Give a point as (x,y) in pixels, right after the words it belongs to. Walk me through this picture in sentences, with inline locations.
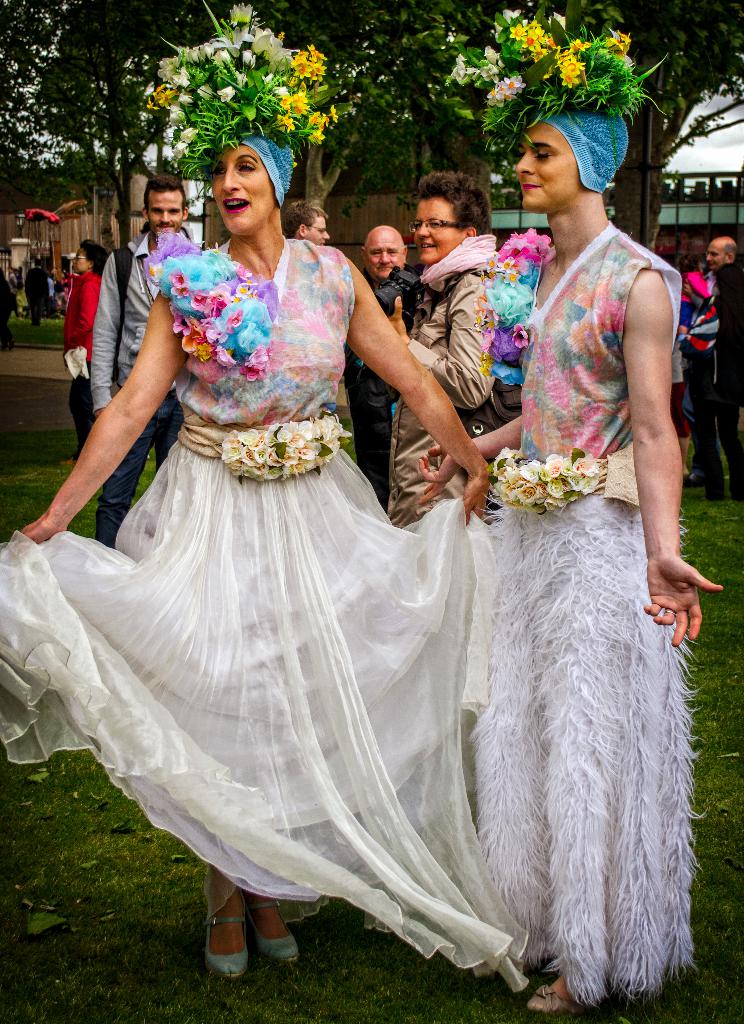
In this image we can see some persons (8,598), flowers (529,478) and other objects (416,307). In the background of the image (455,319) there are persons (464,236), wall (384,221), trees (689,97), sky (738,126) and other objects (682,245). At the bottom of the image (450,964) there is the grass (372,960).
